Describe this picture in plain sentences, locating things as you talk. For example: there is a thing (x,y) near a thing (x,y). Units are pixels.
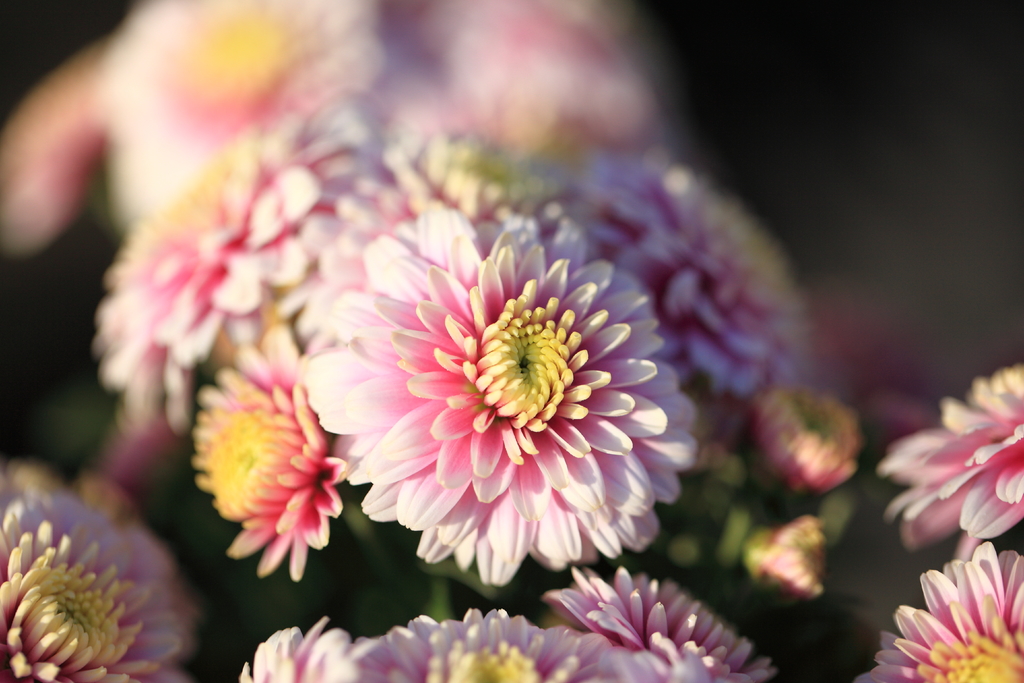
In this image in the foreground (532,474) there are some flowers (698,607).
